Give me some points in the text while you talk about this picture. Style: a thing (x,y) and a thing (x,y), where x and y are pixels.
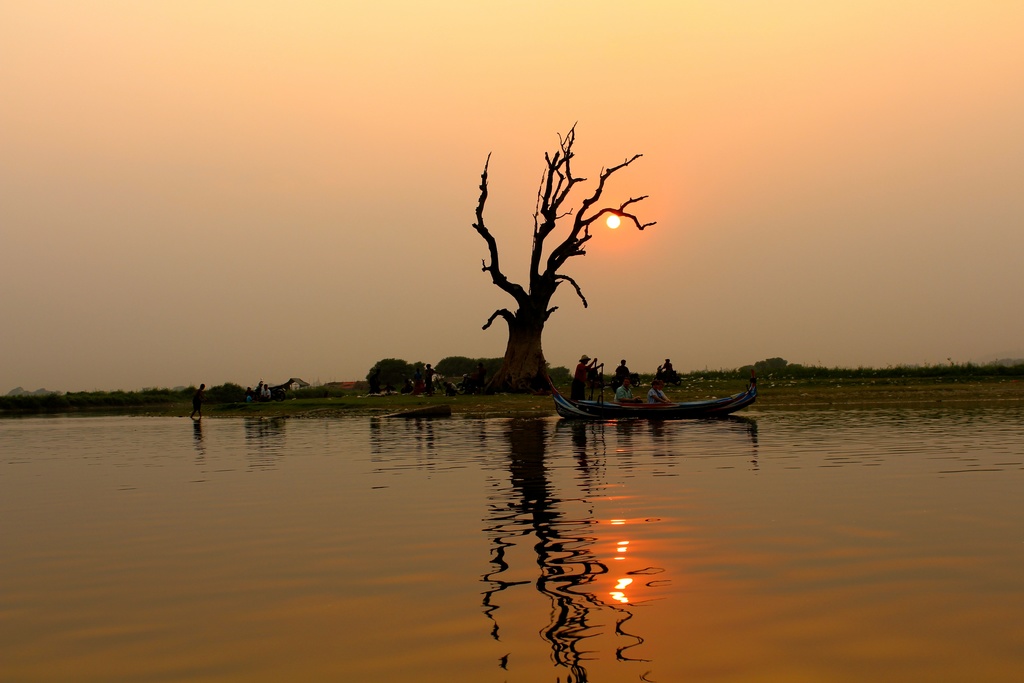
In this picture I can see there is a lake (269,500), there is a boat (599,408) here and there are two people (625,387) sitting in the boat (617,406). In the backdrop (501,373) there is a tree (541,374) and some other trees (389,371) and the sky (392,175) is clear.
